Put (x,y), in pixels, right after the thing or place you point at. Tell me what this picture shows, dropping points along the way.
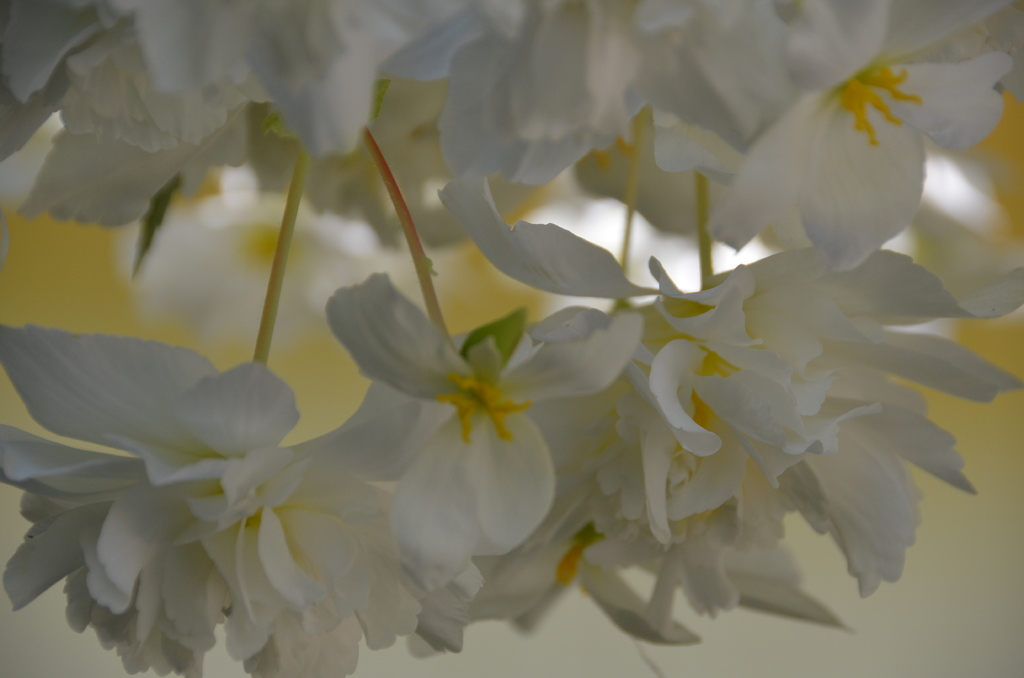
In this image, we can see white flowers (673,317), stems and leaves (148,231). Background (220,282) there is a blur view.
